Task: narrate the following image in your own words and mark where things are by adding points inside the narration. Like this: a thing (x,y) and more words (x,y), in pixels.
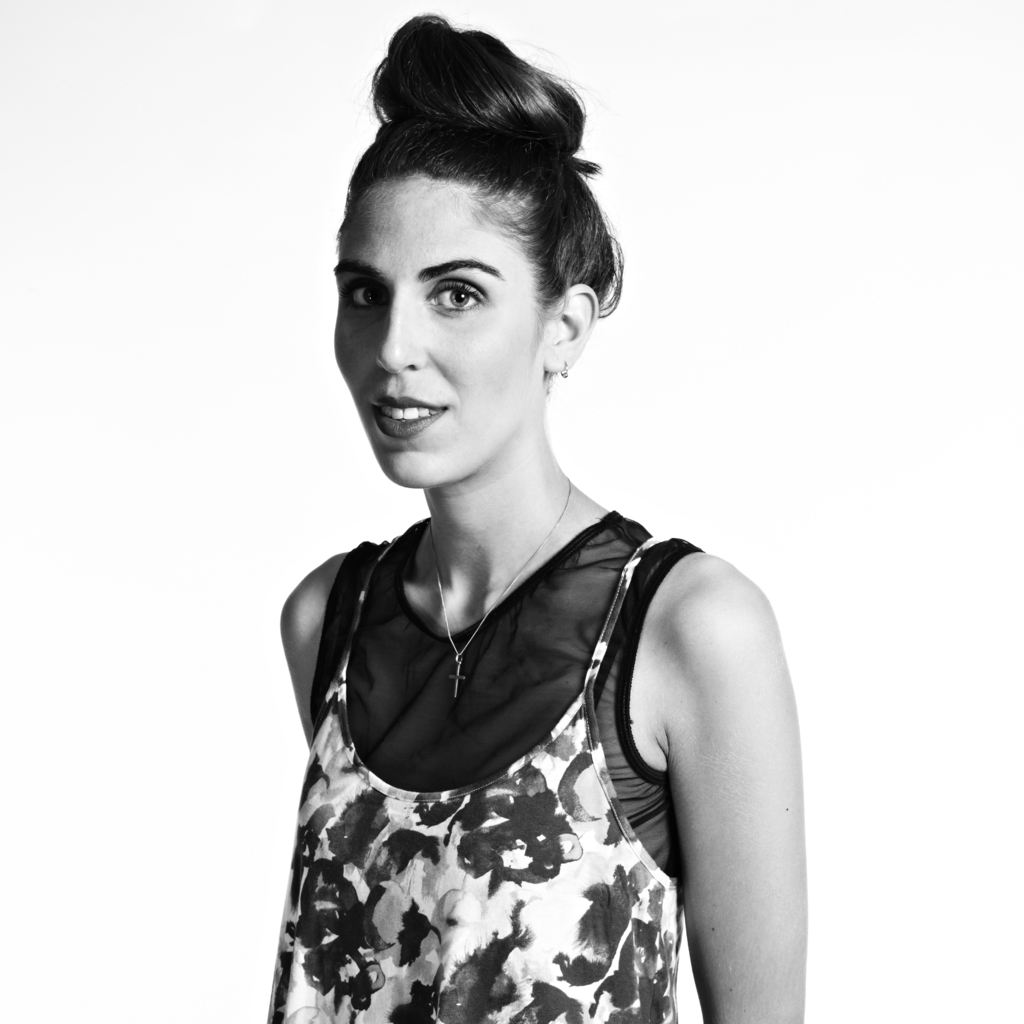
In this picture there is a woman (776,999) with floral dress (574,953) is standing and smiling. At the back (314,432) there is a white background (881,254).
